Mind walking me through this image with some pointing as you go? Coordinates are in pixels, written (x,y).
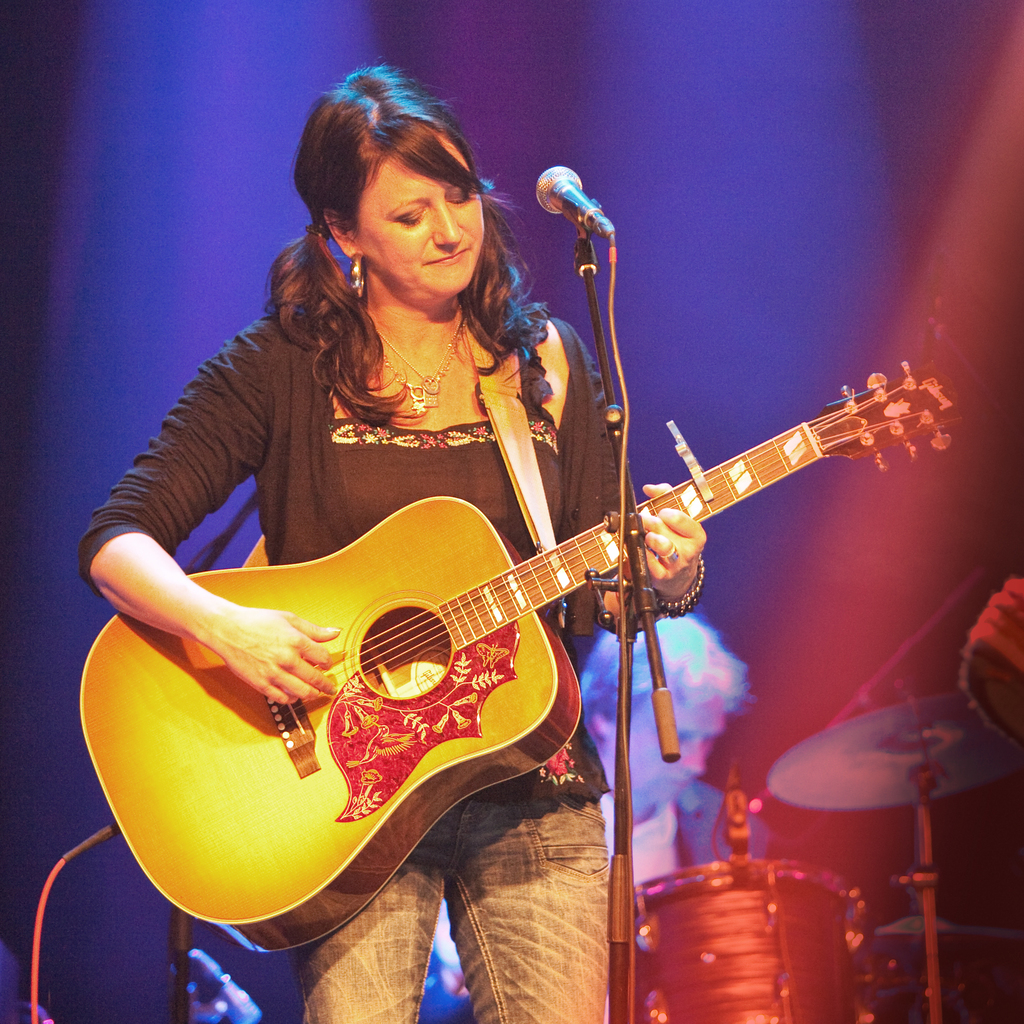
This picture shows a woman (286,618) standing and playing a guitar (227,710) and we see a microphone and a man (635,743) seated on the back (712,902) and playing drums (831,768).
